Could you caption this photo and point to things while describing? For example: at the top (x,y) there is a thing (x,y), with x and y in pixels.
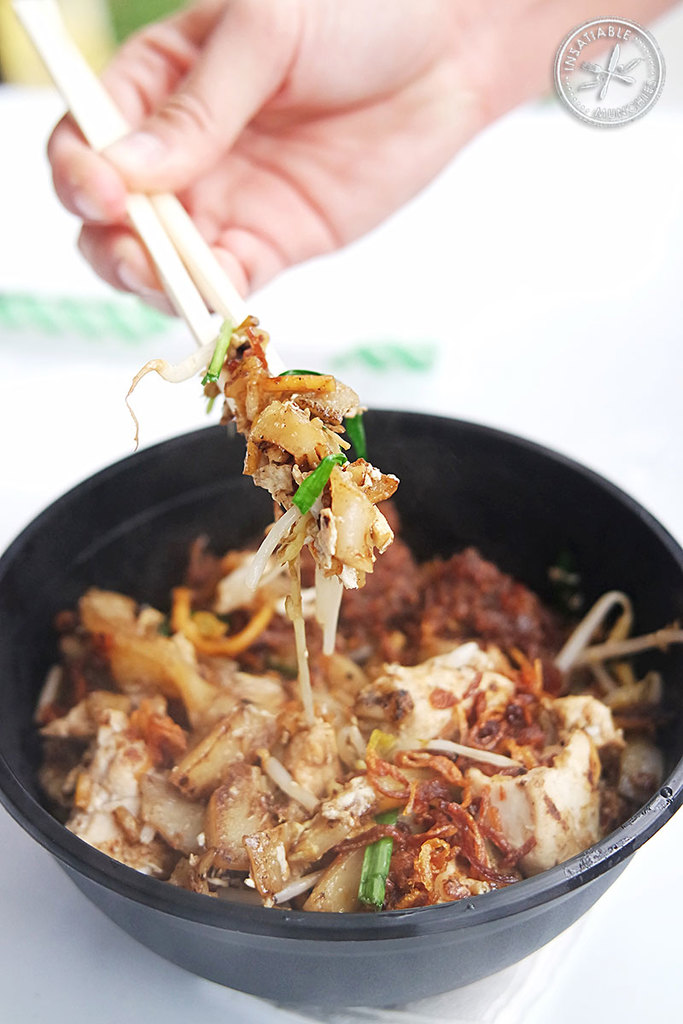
In this image a person (237,3) is holding chopsticks (270,342) in his hand (384,62) from a bowl (472,940) having some food (353,494) in it. At the right top corner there is an emblem (628,104).
